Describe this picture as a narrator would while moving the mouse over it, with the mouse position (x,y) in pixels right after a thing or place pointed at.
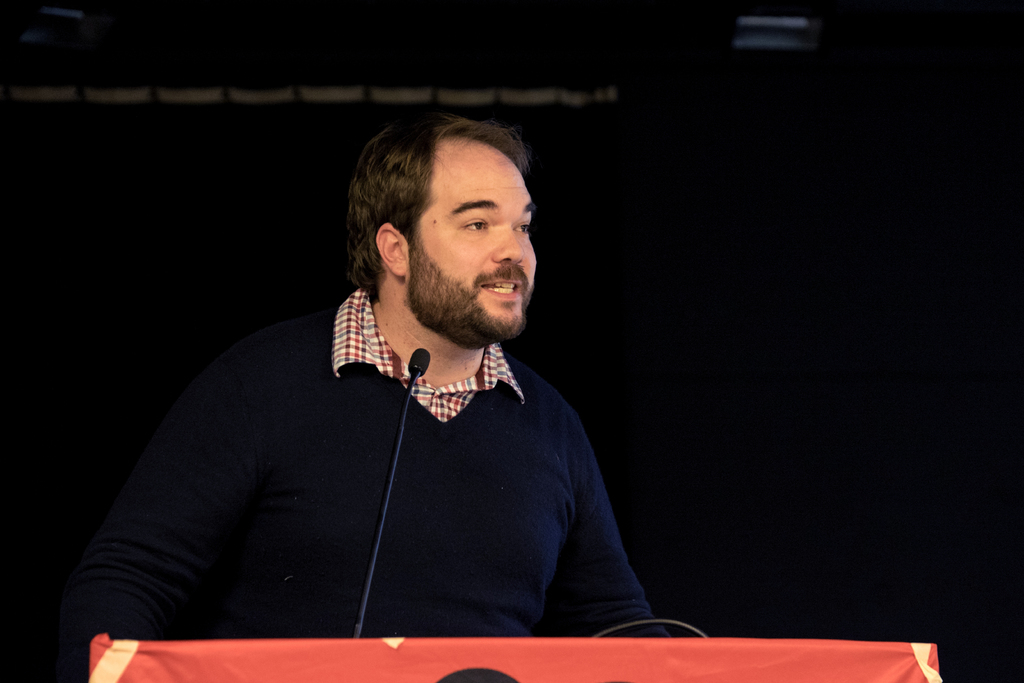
In this picture I can see there is a man (361,534) standing and speaking and there is a table (200,644) with a microphone (359,613) and the backdrop (210,131) is dark.
